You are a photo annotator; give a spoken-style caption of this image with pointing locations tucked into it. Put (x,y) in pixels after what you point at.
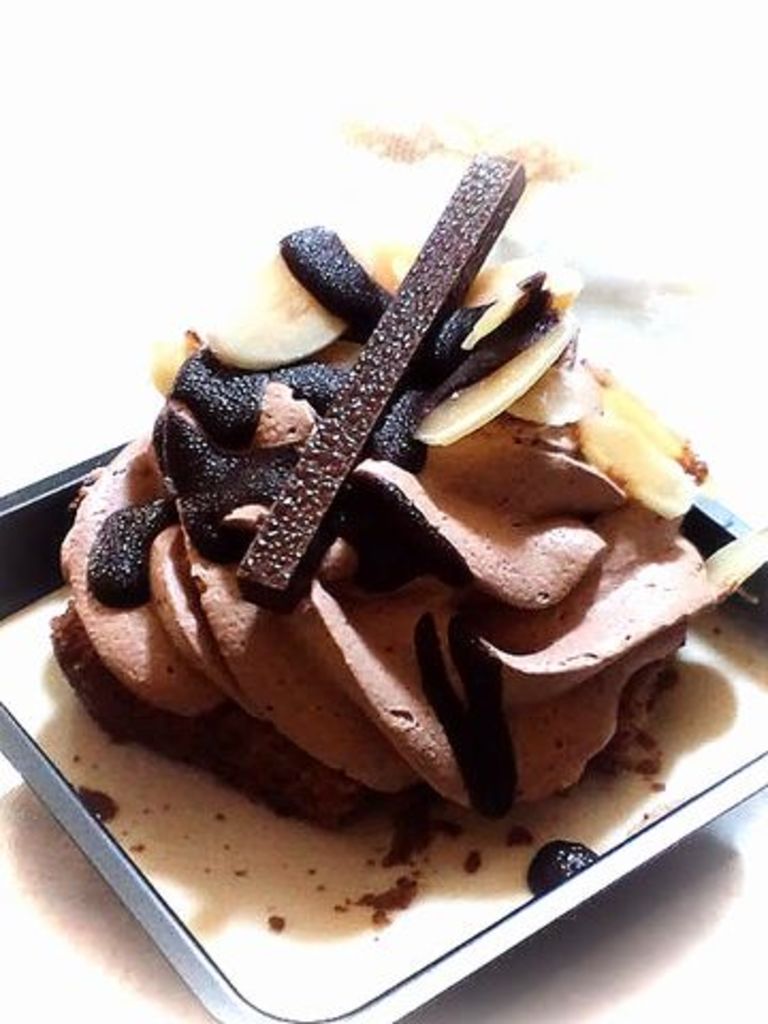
In the image there is a black tray (136,792) with chocolate cream (321,646) and chocolate pieces (333,480) on it.
